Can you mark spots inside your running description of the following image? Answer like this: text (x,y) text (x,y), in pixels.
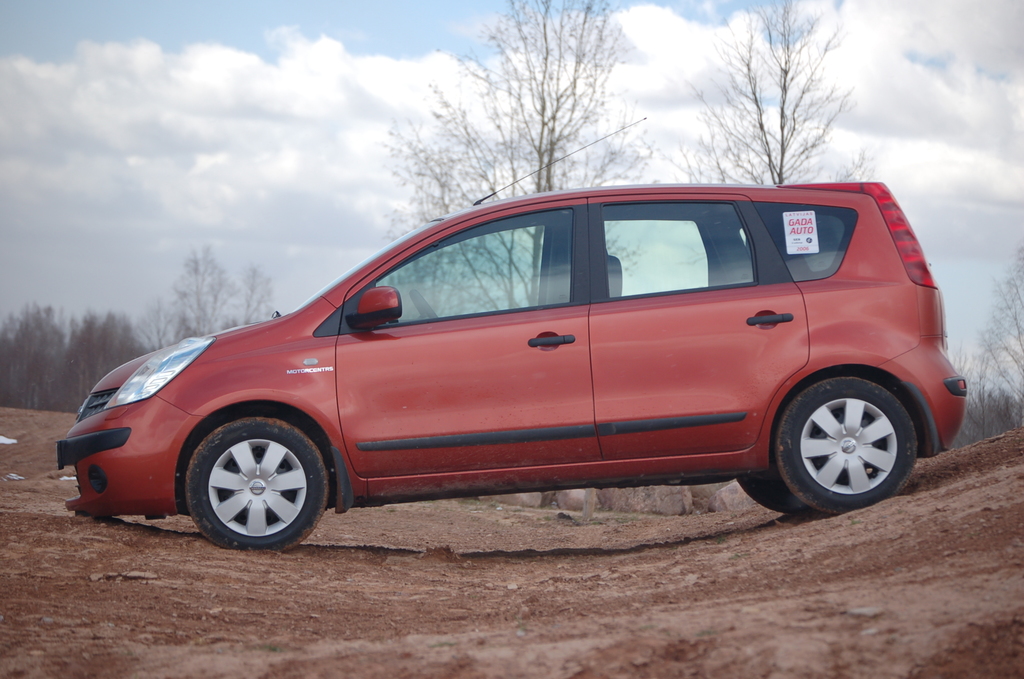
In this image we can see a red color vehicle (533,369) on the ground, there are some trees (19,346) and in the background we can see some sky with clouds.
